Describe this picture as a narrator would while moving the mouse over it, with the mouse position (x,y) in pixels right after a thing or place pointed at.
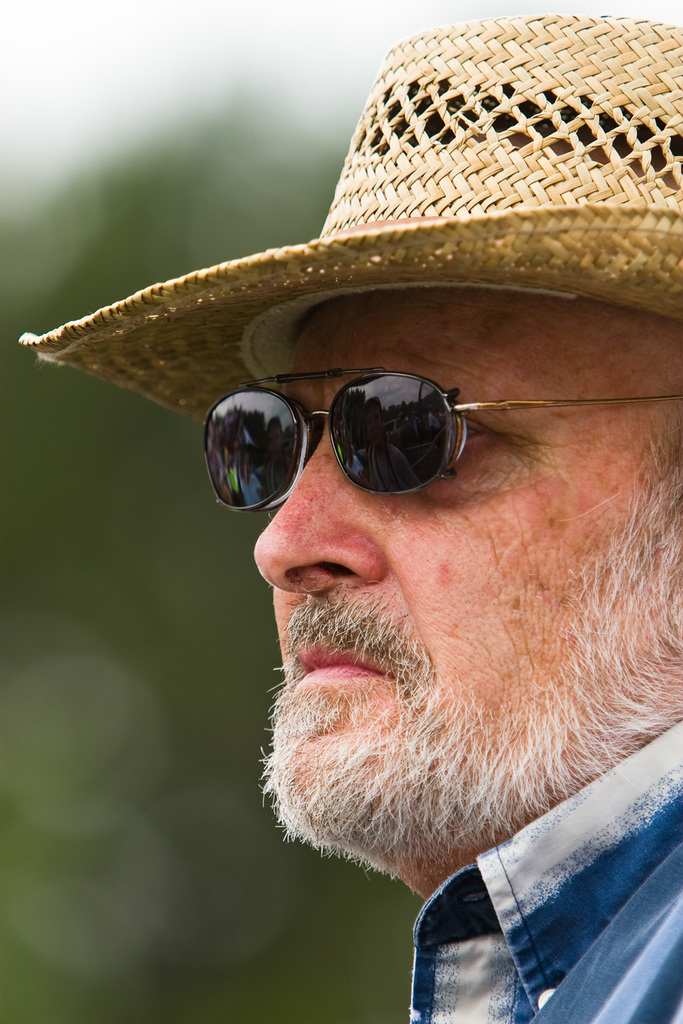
In this picture we can see a person (544,798), he is wearing a hat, goggles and in the background (298,844) we can see it is blurry.
